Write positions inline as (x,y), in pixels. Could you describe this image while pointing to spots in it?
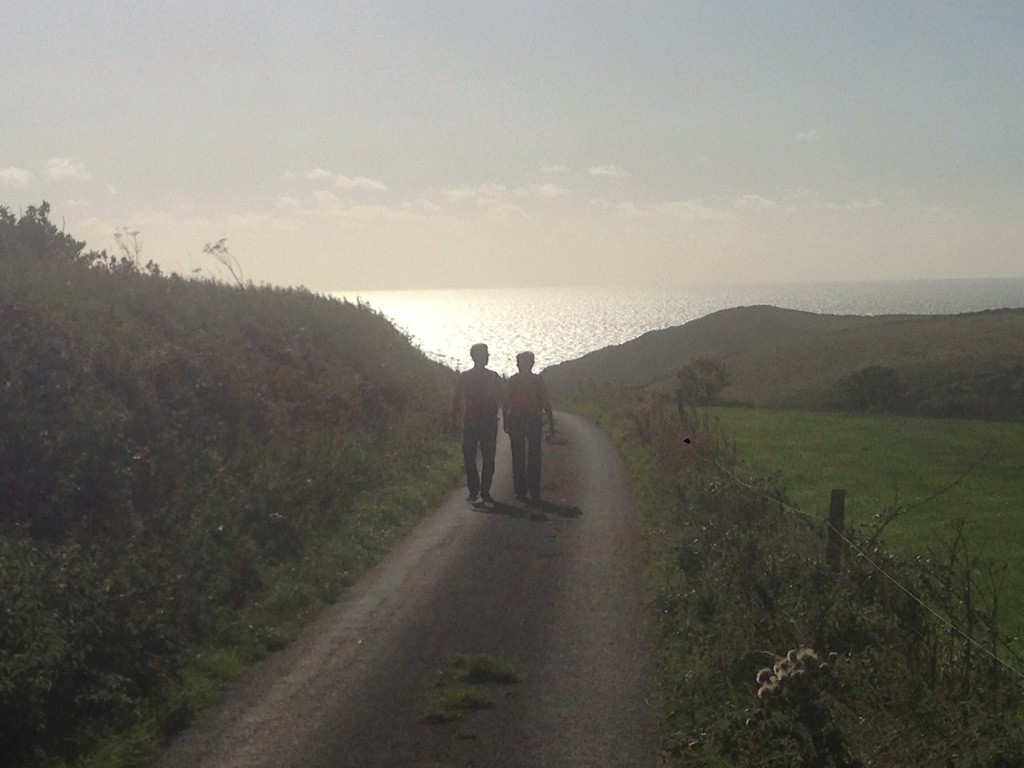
In this picture we can see two people (489,407) on the road (462,559), grass (716,432), fence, plants (672,519), trees (947,390), mountains (277,381), water (462,322) and in the background (485,177) we can see the sky (405,155) with clouds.
